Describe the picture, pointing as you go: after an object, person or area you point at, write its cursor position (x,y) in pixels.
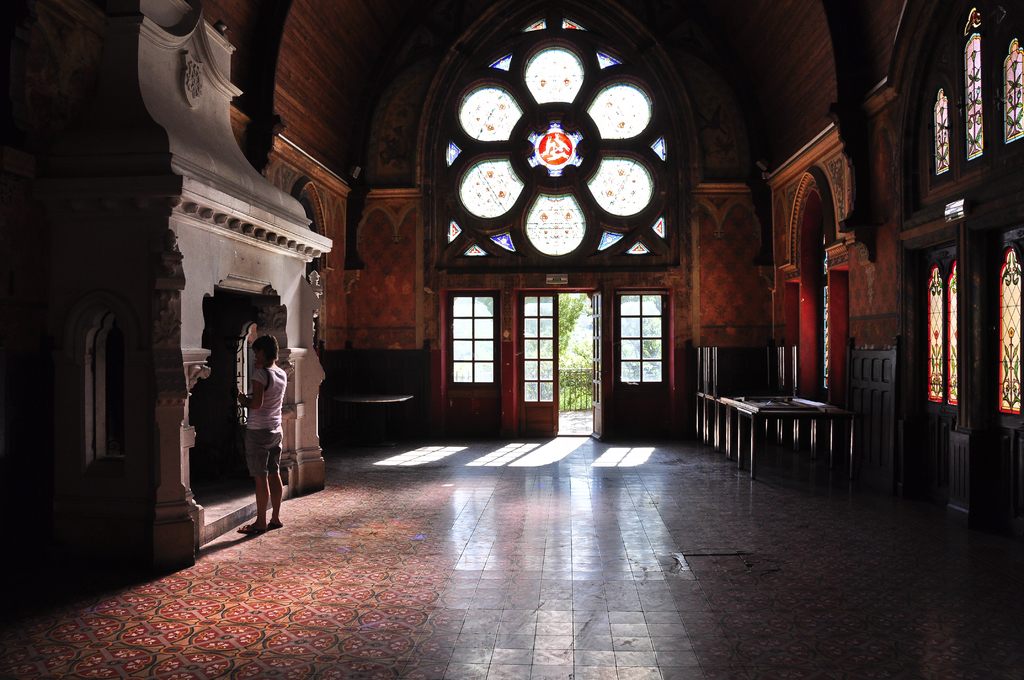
This picture shows an inner view of a building (410,660). We see a woman (258,353) standing and we see tables (710,368).
